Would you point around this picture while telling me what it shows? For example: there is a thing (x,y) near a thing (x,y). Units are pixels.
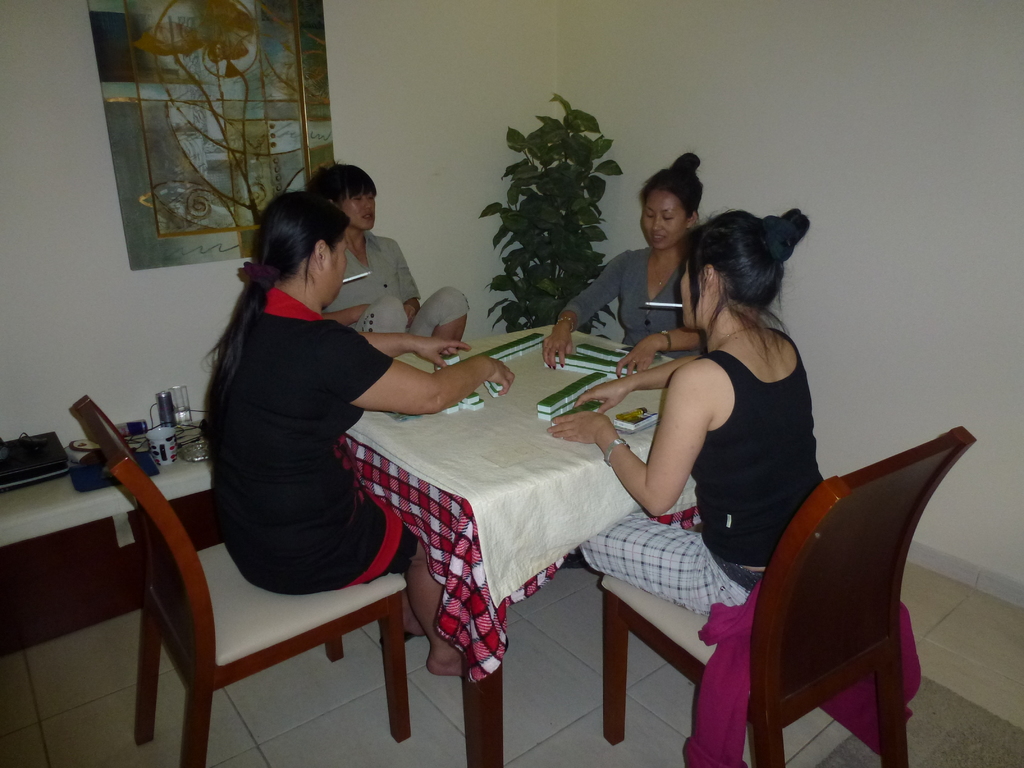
As we can see in the image there is a white color wall (861,181), photo frame (187,25), plant (523,135), few people (337,187) sitting on chairs (773,559) and a table (437,461). On table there are mahjong tiles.
